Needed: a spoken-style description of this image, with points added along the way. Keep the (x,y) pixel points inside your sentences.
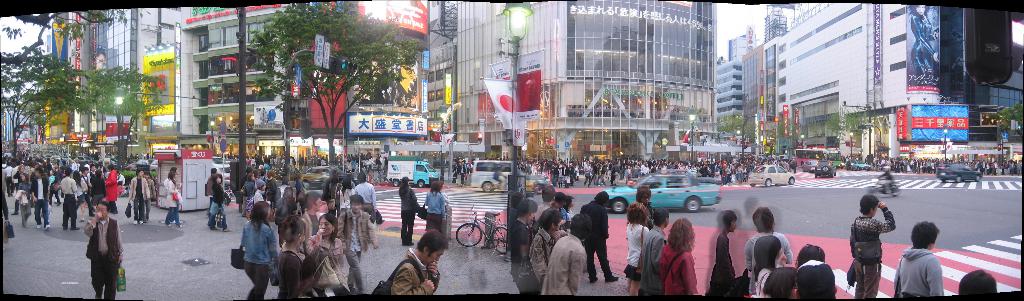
In the picture we can see a street (993,222) with a path (379,260) and many people (600,167) are standing and walking on the path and near to it, we can see a road (587,198) with vehicles (621,198) and zebra crossing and in the background (224,118), we can see buildings (568,71) with glasses (572,103) and shops (542,138) and near to it we can see on the path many people (727,166) are standing and some poles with lights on the path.
